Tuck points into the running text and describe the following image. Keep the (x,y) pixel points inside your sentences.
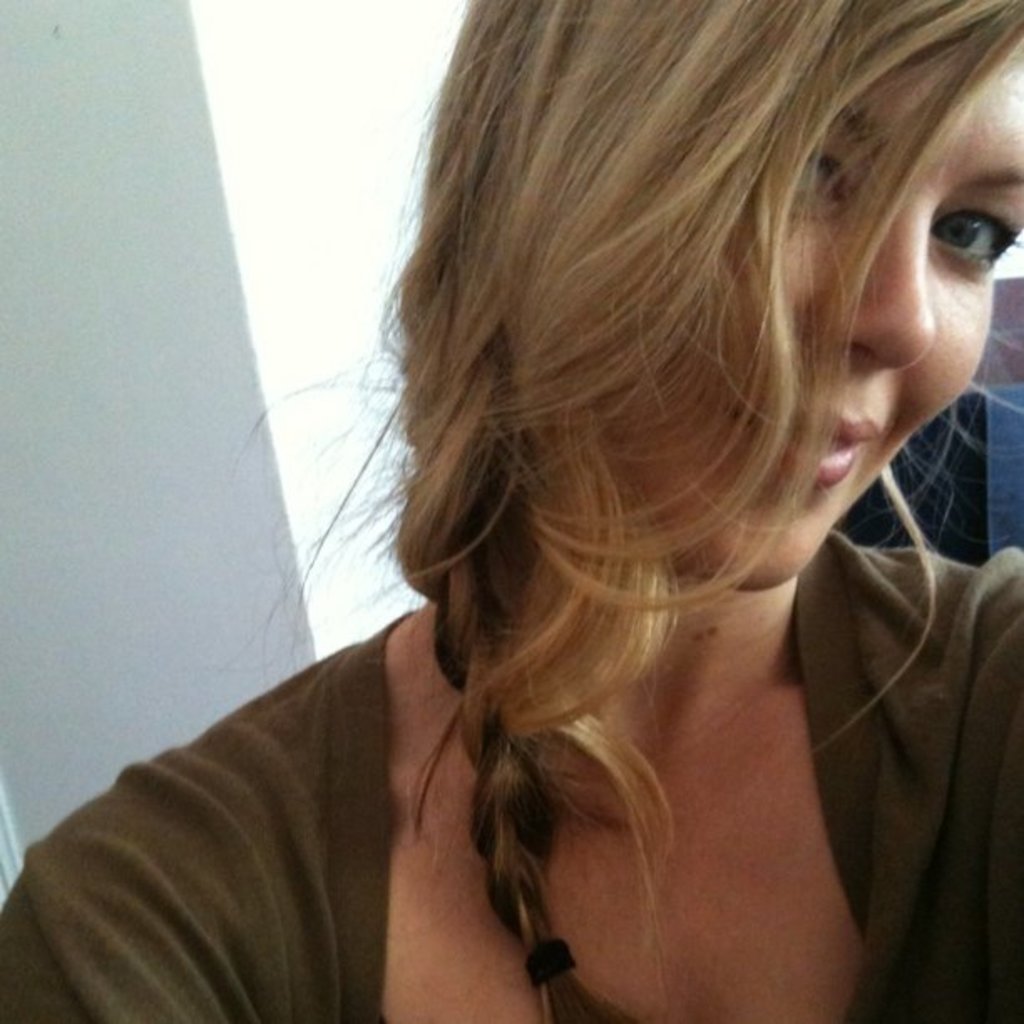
In this image we can see a woman (574,677). She is wearing green color dress (319,813). Behind her white wall (198,391) is there.
